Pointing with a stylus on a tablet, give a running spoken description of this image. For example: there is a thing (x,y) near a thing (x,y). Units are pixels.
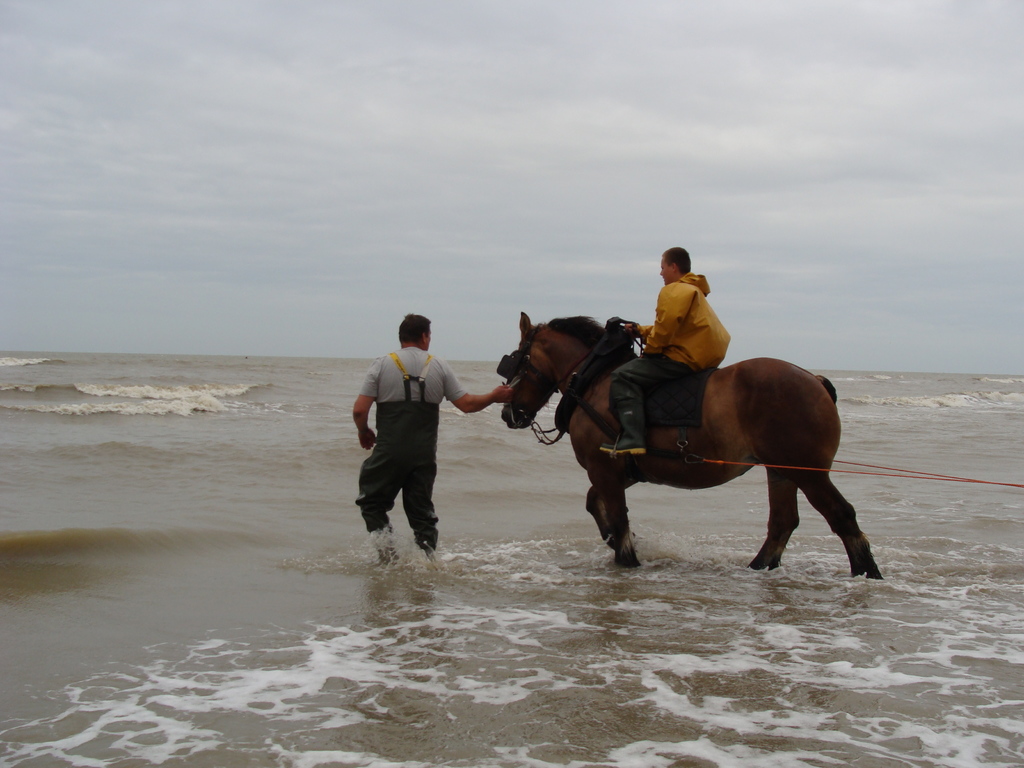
In this picture we can see a man (631,426) who is sitting on the horse (786,401). Here we can see a one more person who is standing in the water (320,605). On the background (302,235) there is a sky (354,125).
